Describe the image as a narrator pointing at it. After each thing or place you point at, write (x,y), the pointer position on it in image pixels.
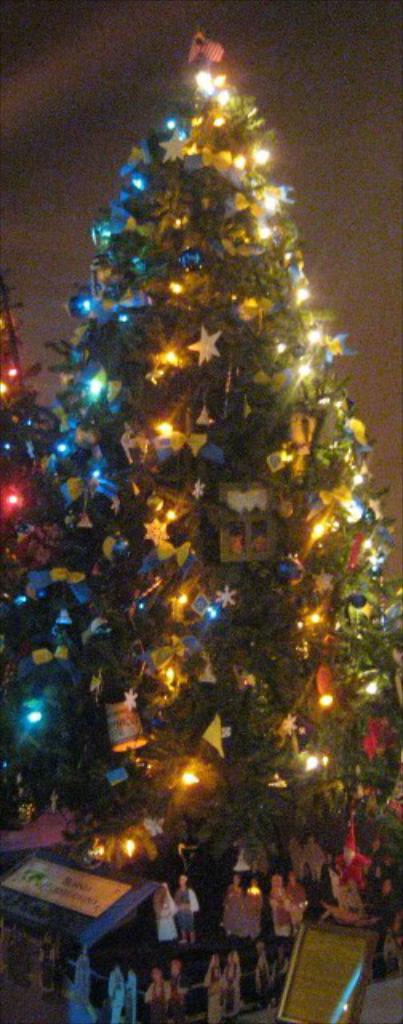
In the image we can see there is a decorated christmas tree (155,505) and there are statues (172,964) of people (160,937) under the christmas tree (206,761) kept on the table (209,956).
